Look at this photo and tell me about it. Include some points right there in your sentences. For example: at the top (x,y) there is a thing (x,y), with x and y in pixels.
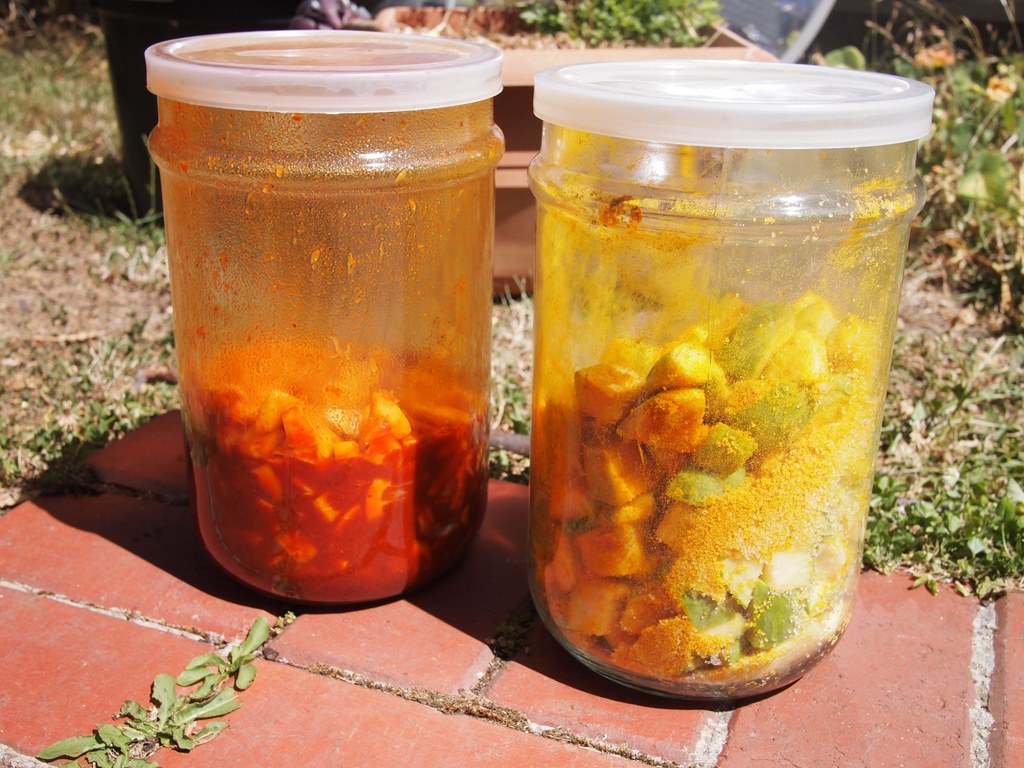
In this image we can see two different food items (318,512) in two different jars (738,408) are on the floor (447,711). In the background (511,43), we can see a potted plant (511,43) and grass (37,134) on the land (50,384).
